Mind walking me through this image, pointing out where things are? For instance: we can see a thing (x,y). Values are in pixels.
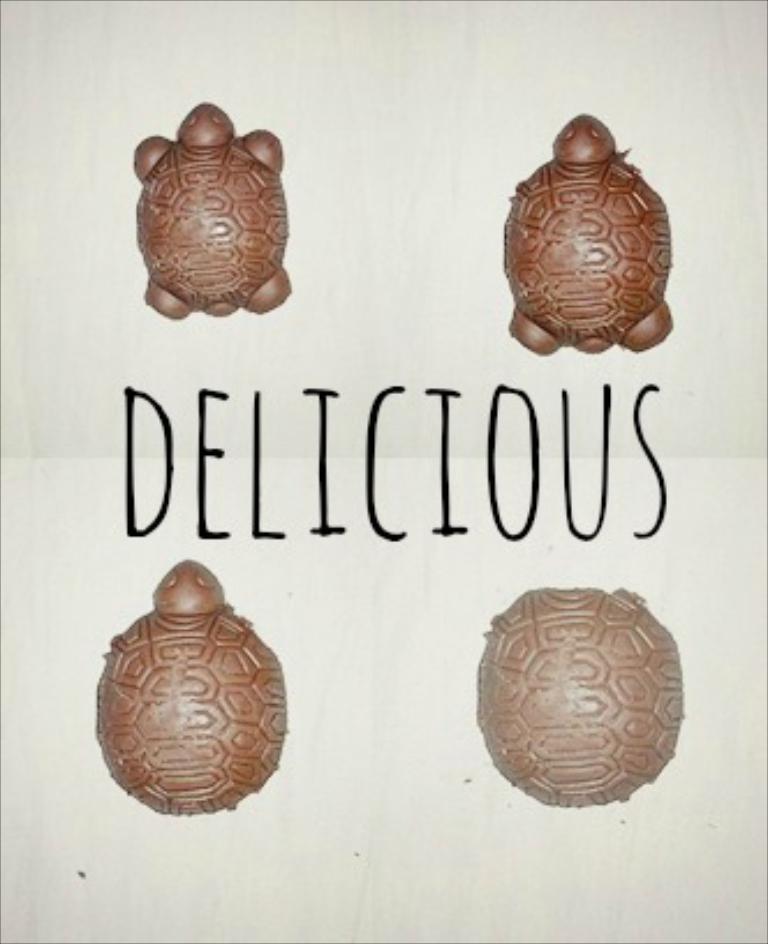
In this picture there are different types of tortoise (183,153) in the image.
